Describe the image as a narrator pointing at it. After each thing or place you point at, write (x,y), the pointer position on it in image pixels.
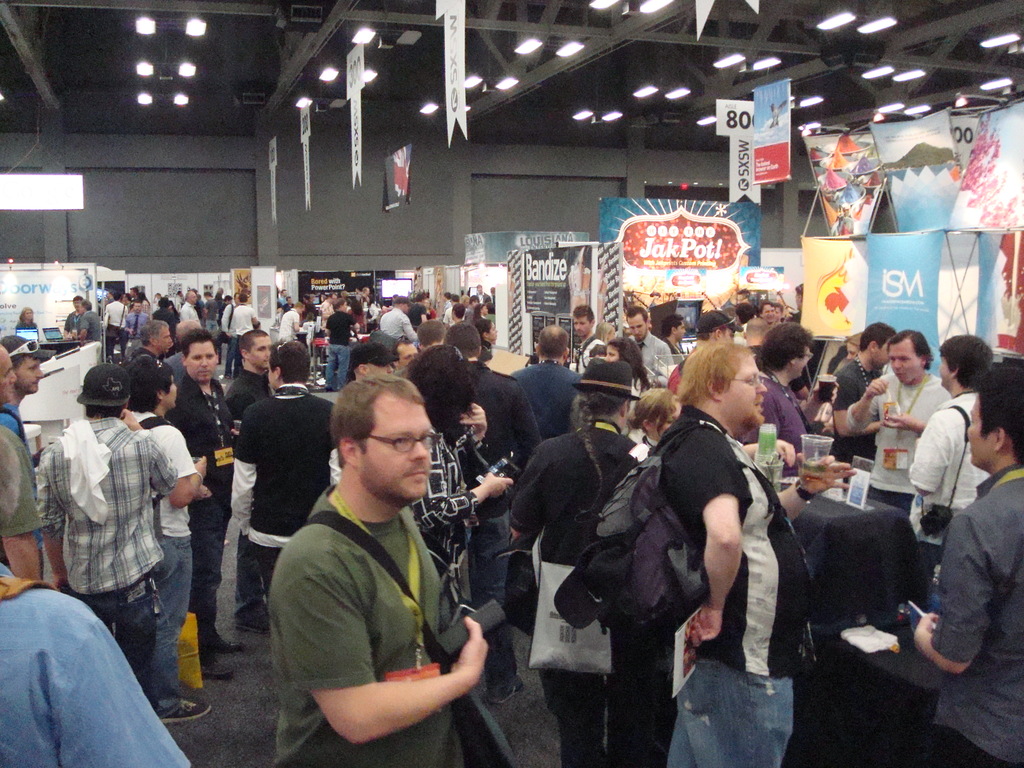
In this picture we can see many people (589,312) on the path (234,592). There are few boards (862,486) on the table (821,502). We can see some boards (707,212) and lights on top (763,166). We can see a screen (403,205) on the wall (439,182).
